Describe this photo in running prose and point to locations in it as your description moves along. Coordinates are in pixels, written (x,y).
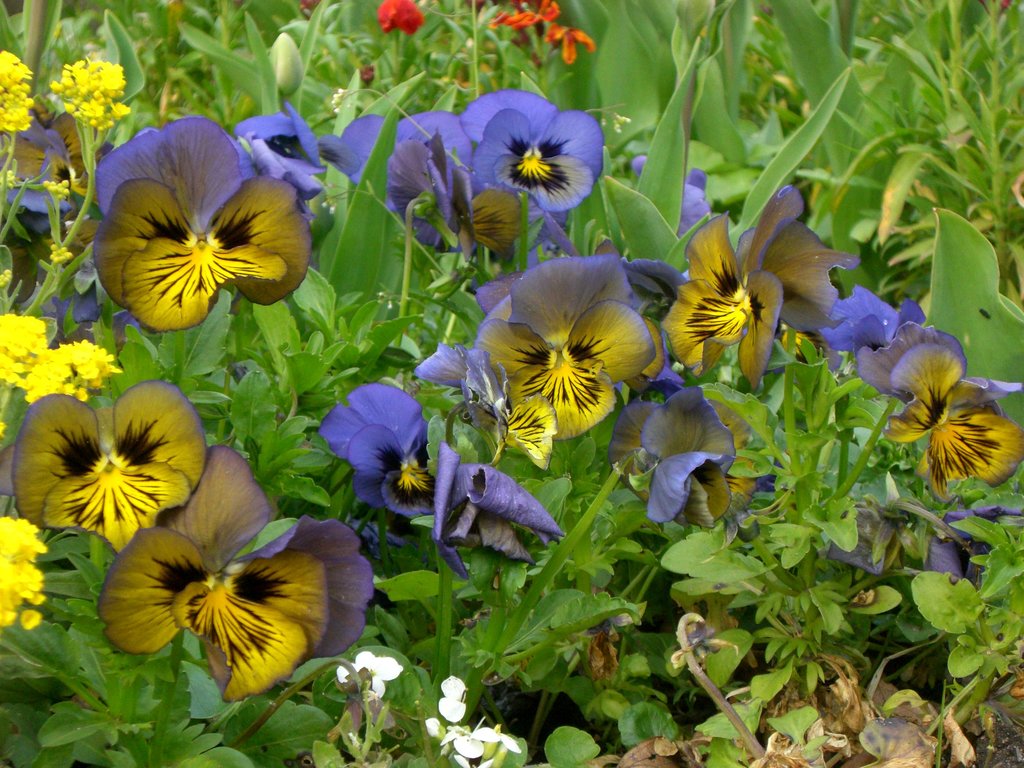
In this image there are flowers (577,407) and plants (582,475).
